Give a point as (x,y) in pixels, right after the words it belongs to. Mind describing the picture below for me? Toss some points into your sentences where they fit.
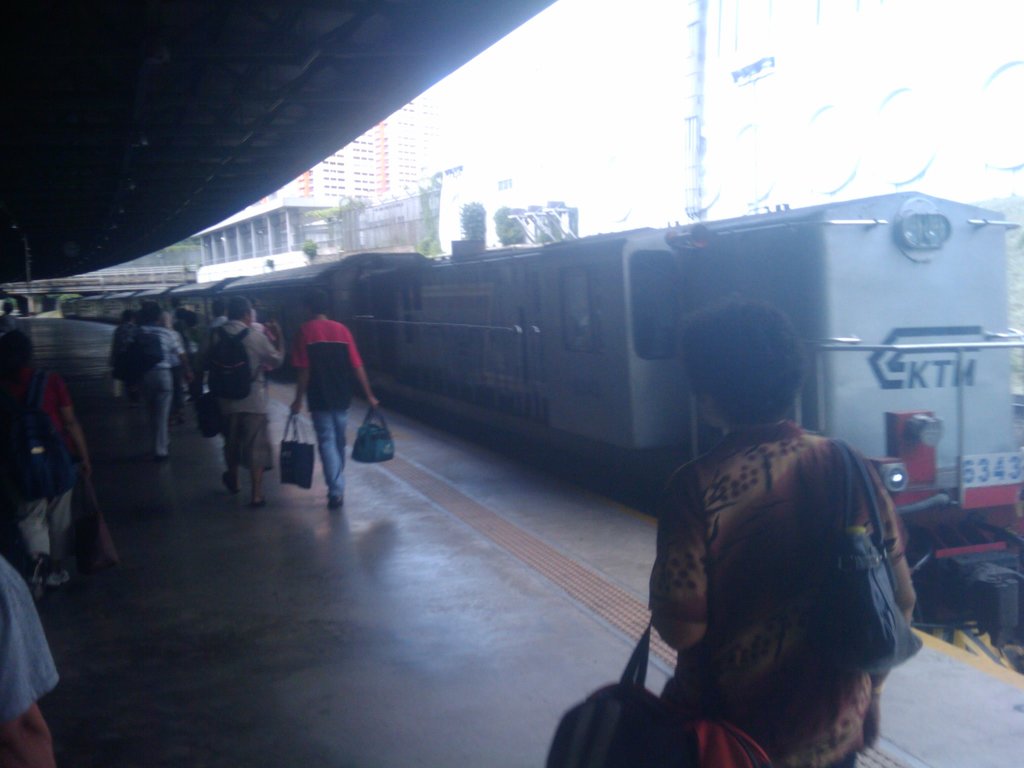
In the center of the image (469,379) we can see a train (683,249). On the left side of the image (3,60) we can see the roof (154,140) and some people (48,406) are walking on the platform (458,468) and some of them are carrying the bags (202,417). In the background of the image (699,6) we can see the buildings (968,6), trees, pole (699,6).
